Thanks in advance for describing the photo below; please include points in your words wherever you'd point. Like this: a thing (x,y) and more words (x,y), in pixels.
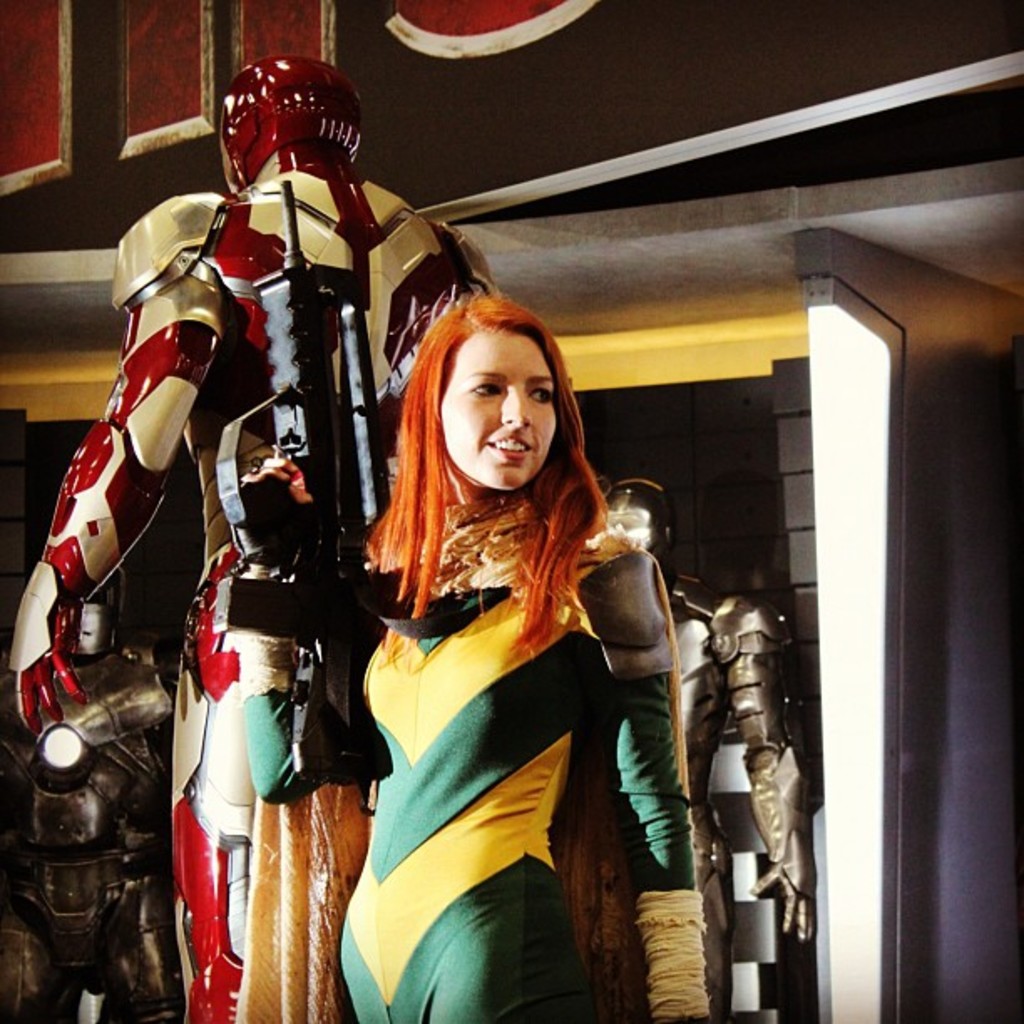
In this image we can see a woman (588,833) standing and holding a gun (370,410) in her hand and we can see some objects (782,770) which looks like robots (794,773).
